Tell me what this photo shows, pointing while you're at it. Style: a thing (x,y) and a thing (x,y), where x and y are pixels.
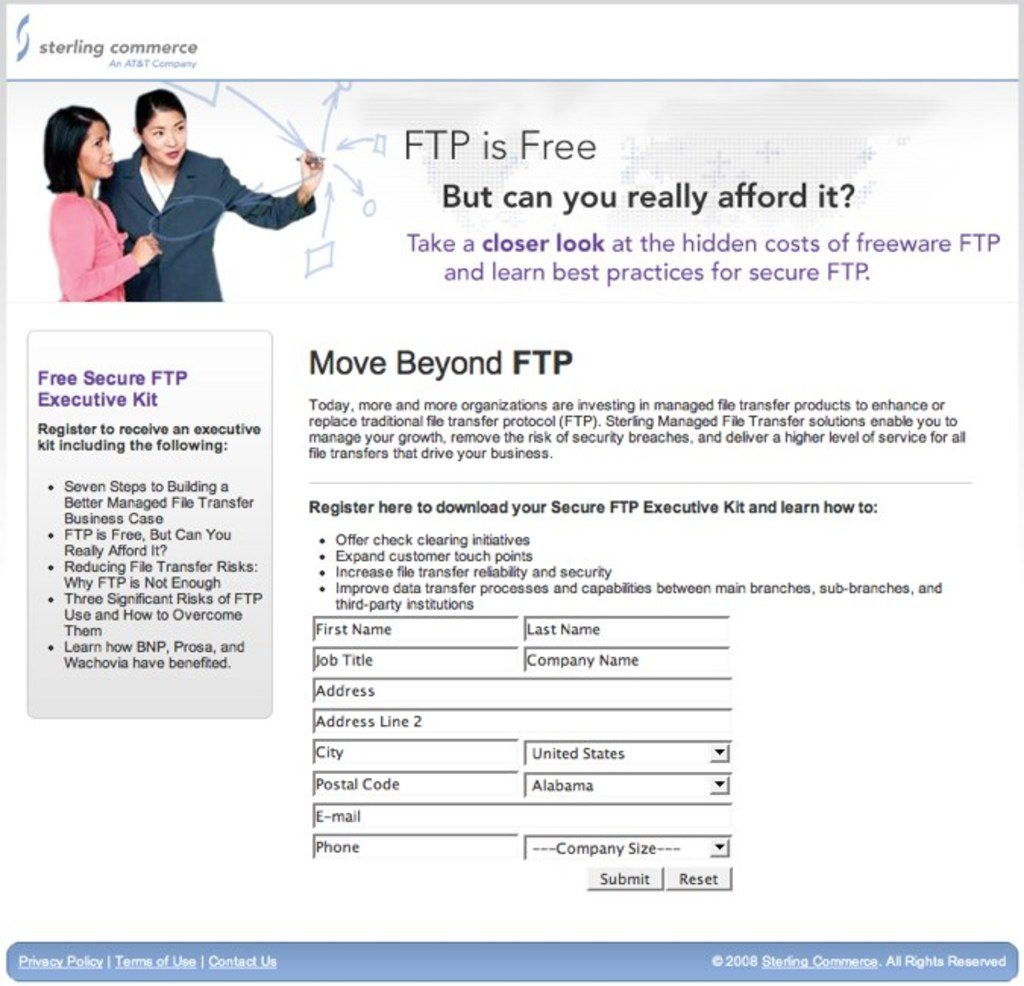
In this picture there are two women (171,211) in the left top corner (128,195) and there is something written beside and below it.
